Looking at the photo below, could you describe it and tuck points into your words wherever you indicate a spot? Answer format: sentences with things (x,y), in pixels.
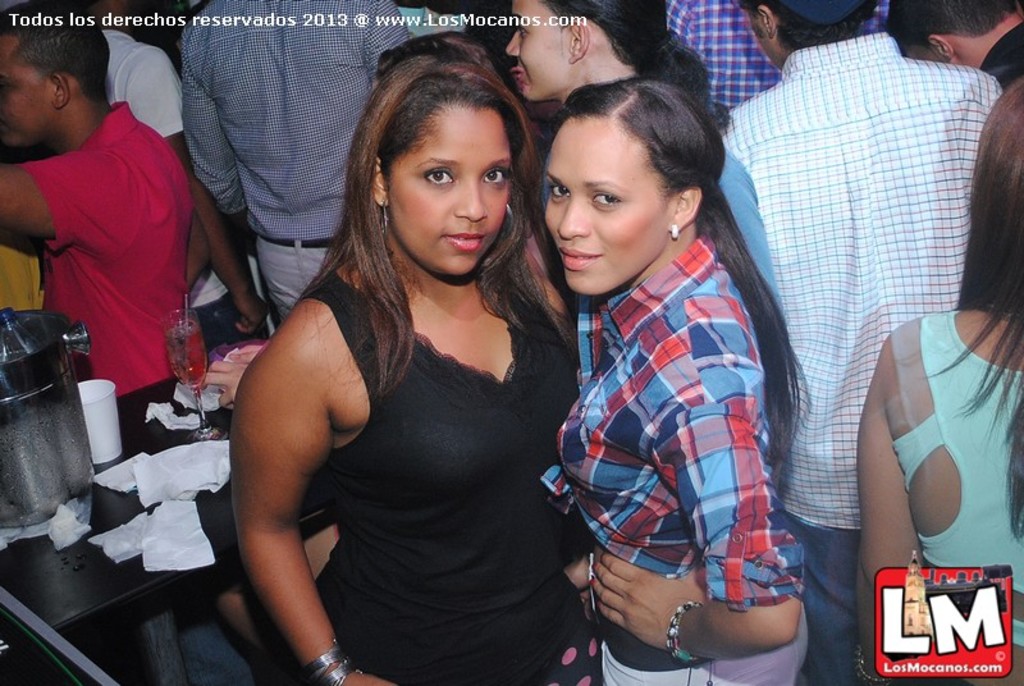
In this picture I can see group of people (496,274) standing. On the left side (110,521) I can see a table (122,426) on which I can see glasses (195,352), tissue papers (179,476) and other objects (13,446) on it.
